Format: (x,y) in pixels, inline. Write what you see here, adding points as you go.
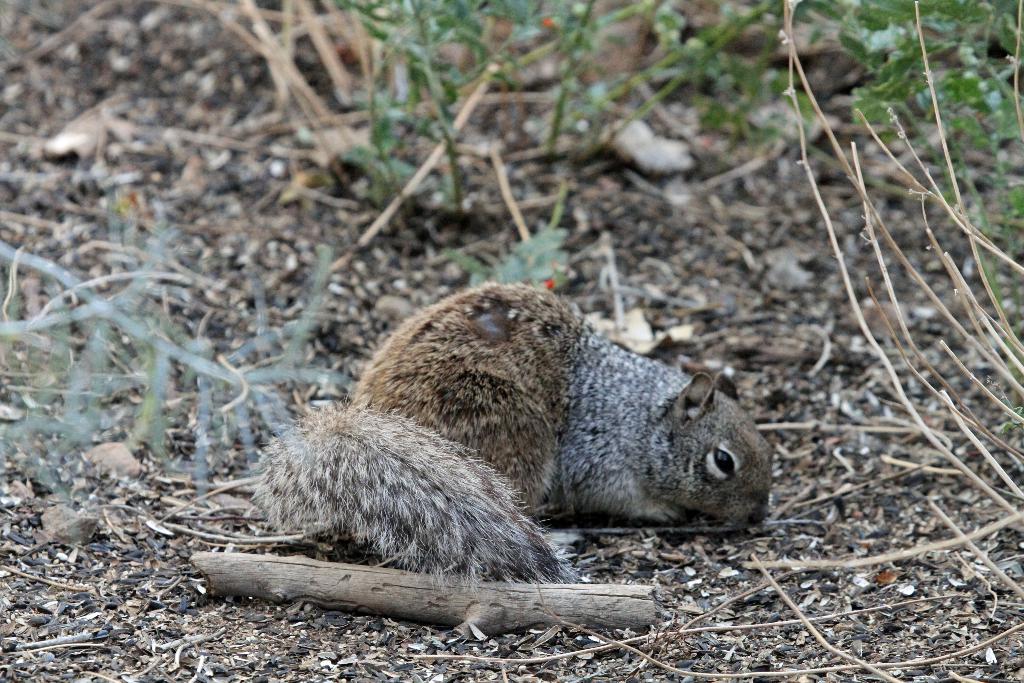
In this picture we can see a squirrel (586,512) sitting on the path (626,527). There is a wooden stick (367,597) and few plants (740,80) in the background (881,102).
